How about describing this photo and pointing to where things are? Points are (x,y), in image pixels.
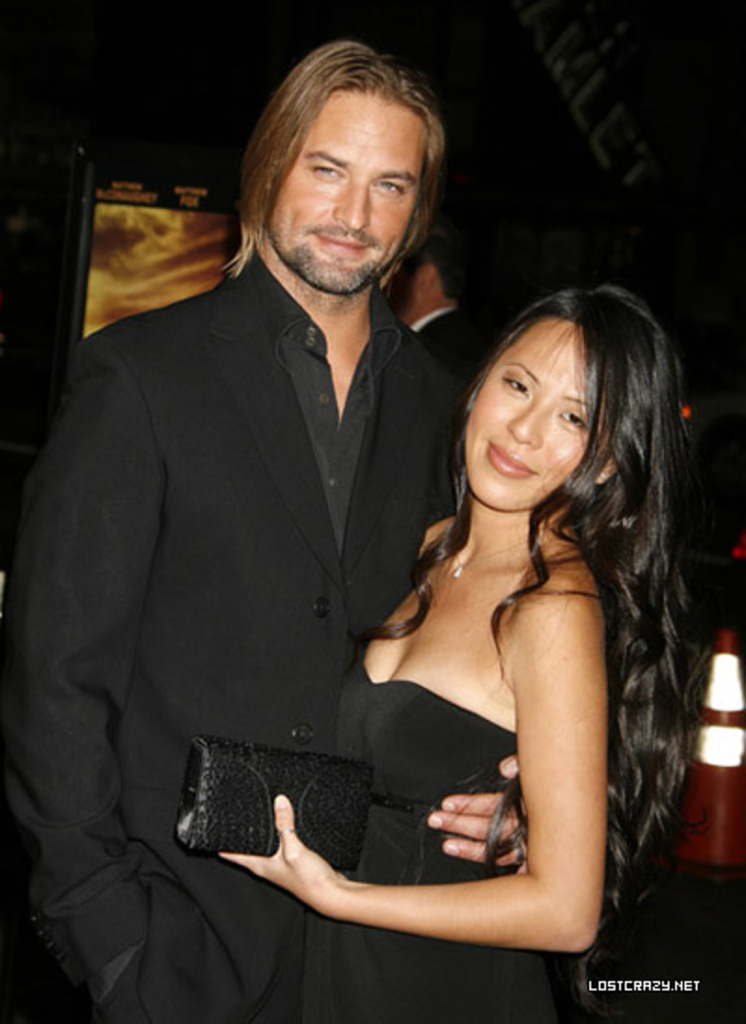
In this image I can see people (422,319) are standing and I can see all of them are wearing black dress (438,728). I can also see smile on few faces (353,272) and here I can see she is holding a black colour bag (320,841). I can also see watermark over here and in background (723,691) I can see orange colour traffic cone (697,792). I can also see this image is little bit in dark from background (192,3).
